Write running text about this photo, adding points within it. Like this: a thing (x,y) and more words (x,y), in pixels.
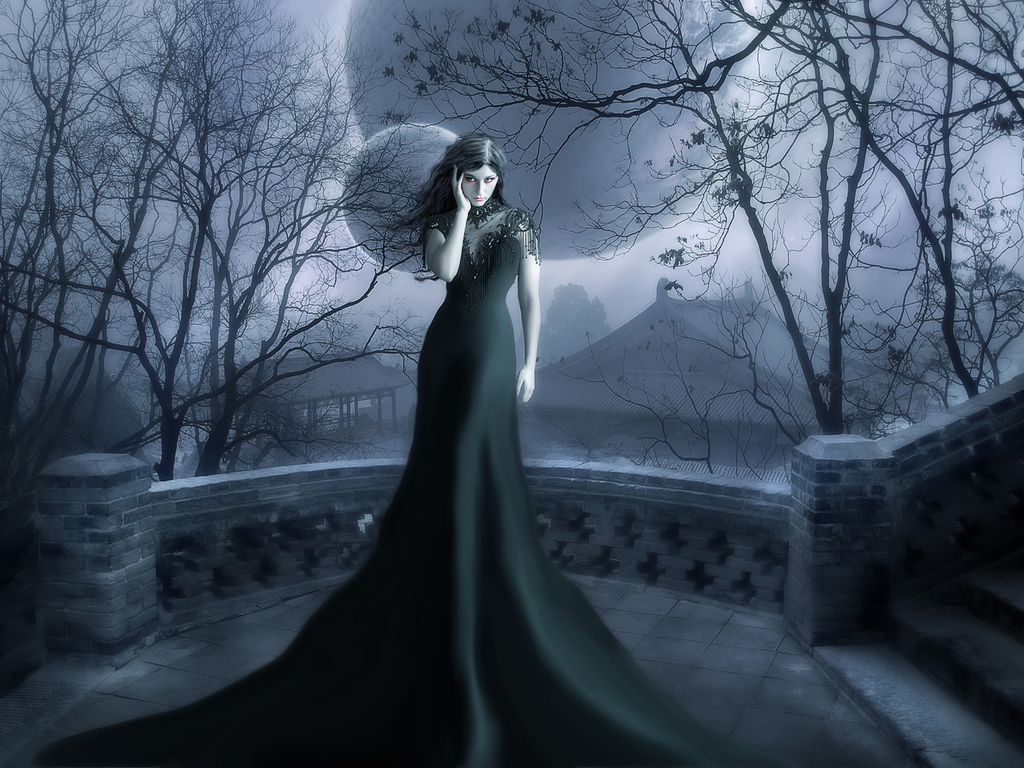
It is a graphical image in the image we can see a woman (491,715) and trees (223,416) and houses (594,436).
